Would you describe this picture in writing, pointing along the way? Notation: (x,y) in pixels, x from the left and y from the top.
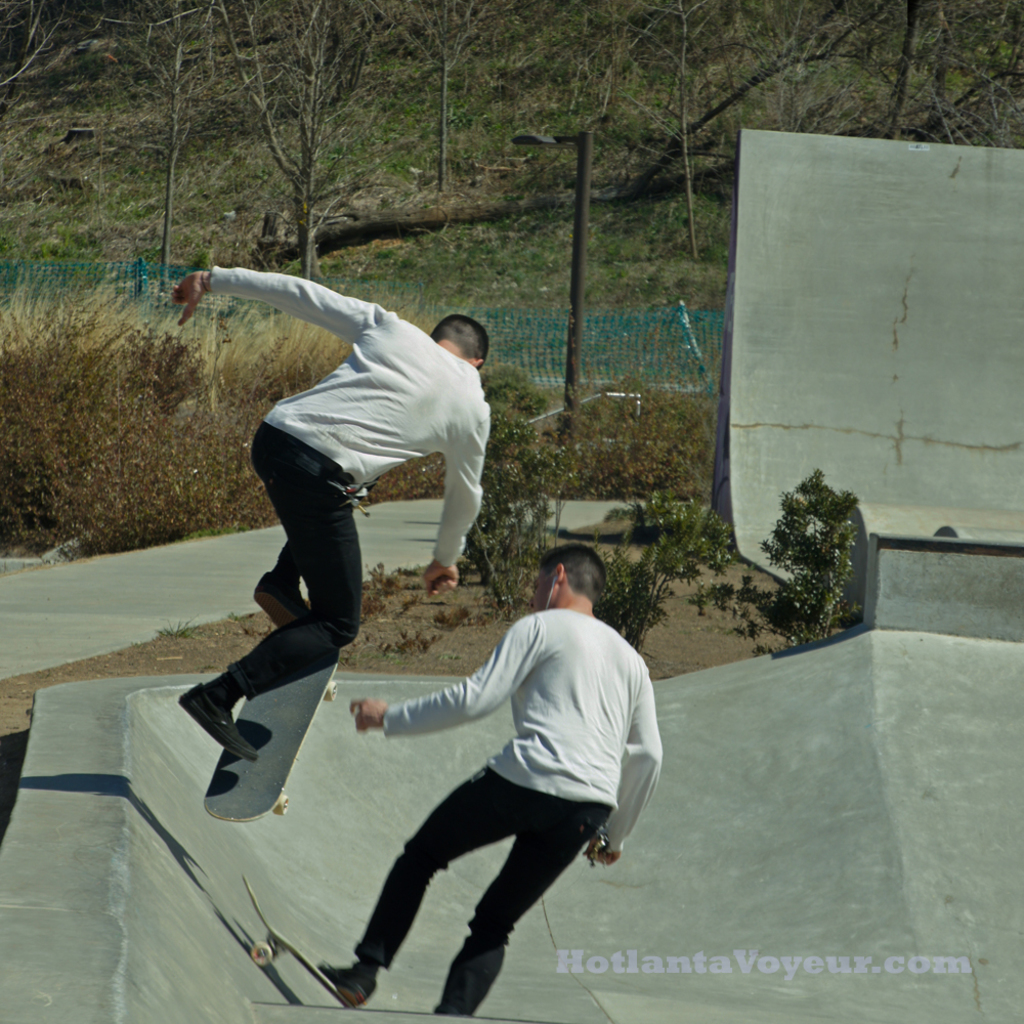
In this picture we can see two men (352,598) standing on skateboards (275,721) and a man (296,541) is in the air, path (92,629), fence (644,354) and in the background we can see trees (675,55).
